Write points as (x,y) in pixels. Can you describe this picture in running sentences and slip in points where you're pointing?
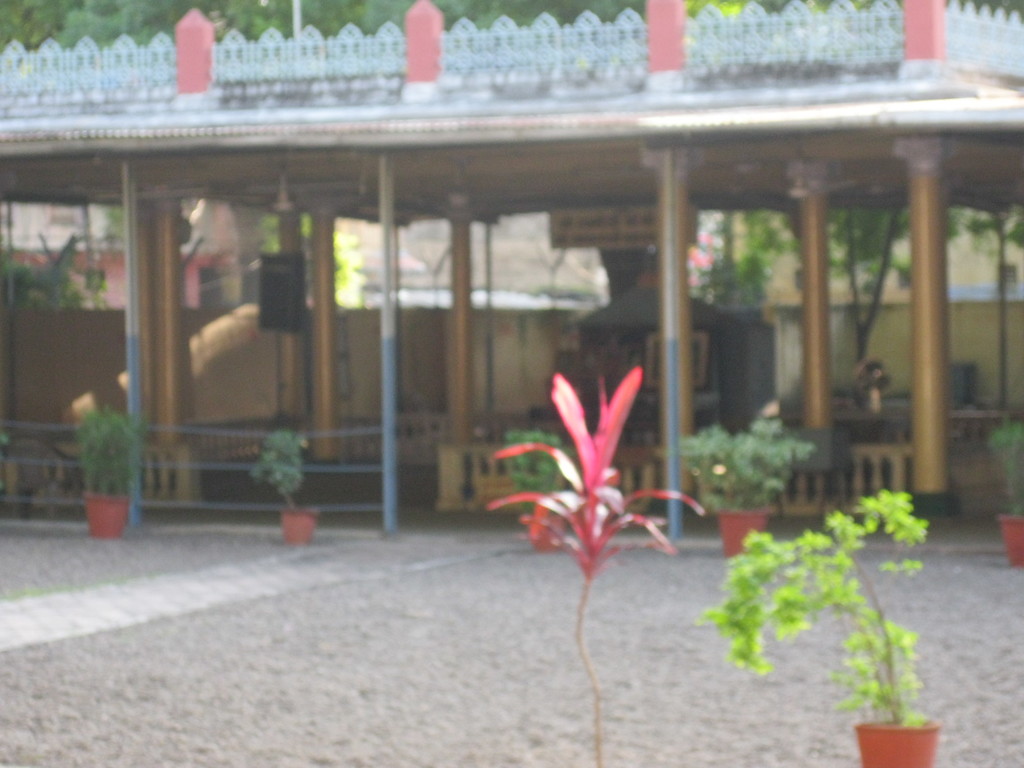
In this image we can see the pillars (469,250), shed (791,31), plants (743,483), fence (860,461) and we can also see the walls (44,369).
